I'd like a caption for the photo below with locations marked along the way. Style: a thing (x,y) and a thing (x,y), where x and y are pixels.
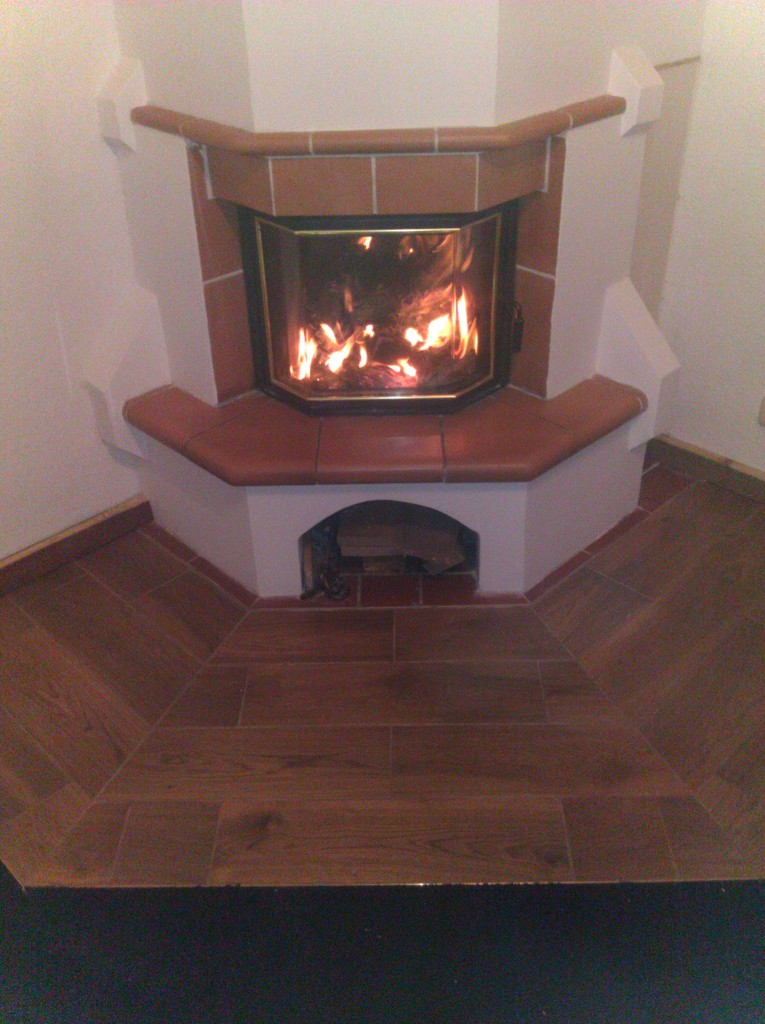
In the middle of this image (392,347), there is a fireplace (412,301), attached to the wall (81,80). Below this fireplace (353,515), there are wooden pieces (366,558). At the bottom of this image (491,725), there is a floor (558,645). And the background (755,18) is white in color.
